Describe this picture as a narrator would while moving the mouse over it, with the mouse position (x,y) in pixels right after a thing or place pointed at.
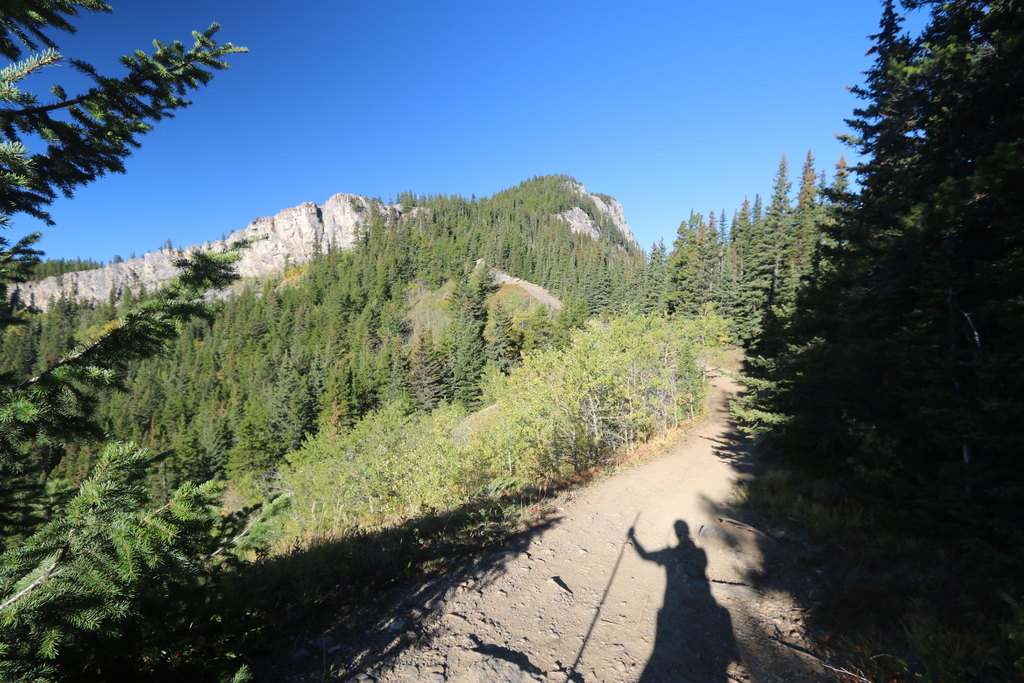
At the bottom of the picture (707,665), we see the shadow (668,557) of the person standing and holding the stick (574,671). On either side of the picture, there are trees (809,371). In the background (139,262), we see trees (367,246) and hills (371,211). At the top of the picture (510,111), we see the sky (609,63), which is blue in color.
